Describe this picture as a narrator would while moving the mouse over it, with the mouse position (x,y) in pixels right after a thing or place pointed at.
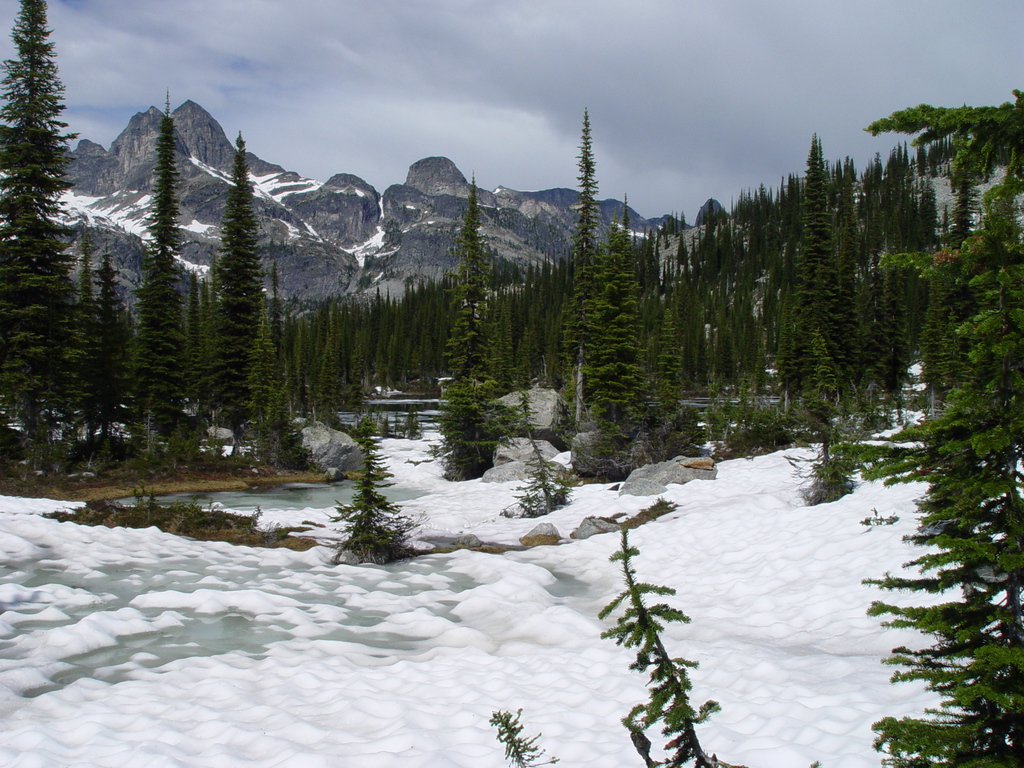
In this picture we can see a beautiful view of the nature. In front (547,718) we can see snow ground (740,719). Behind we can see tall tree (430,325) and in the background (390,192) we can see some mountains (502,247) with snow (216,170).
